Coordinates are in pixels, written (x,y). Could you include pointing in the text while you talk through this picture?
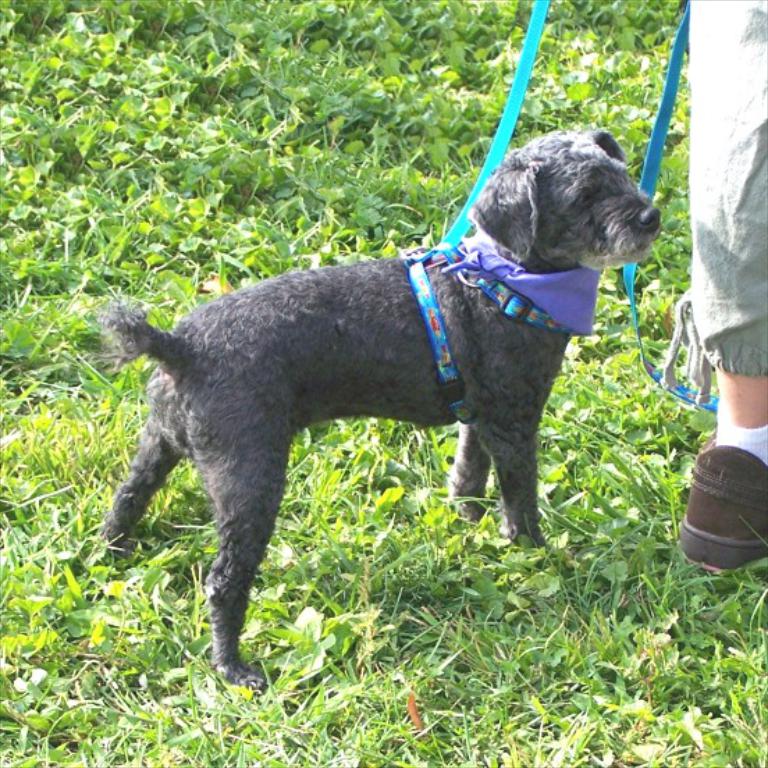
Here there is dog (397,347) and a person (687,301), these are plants (297,591).
